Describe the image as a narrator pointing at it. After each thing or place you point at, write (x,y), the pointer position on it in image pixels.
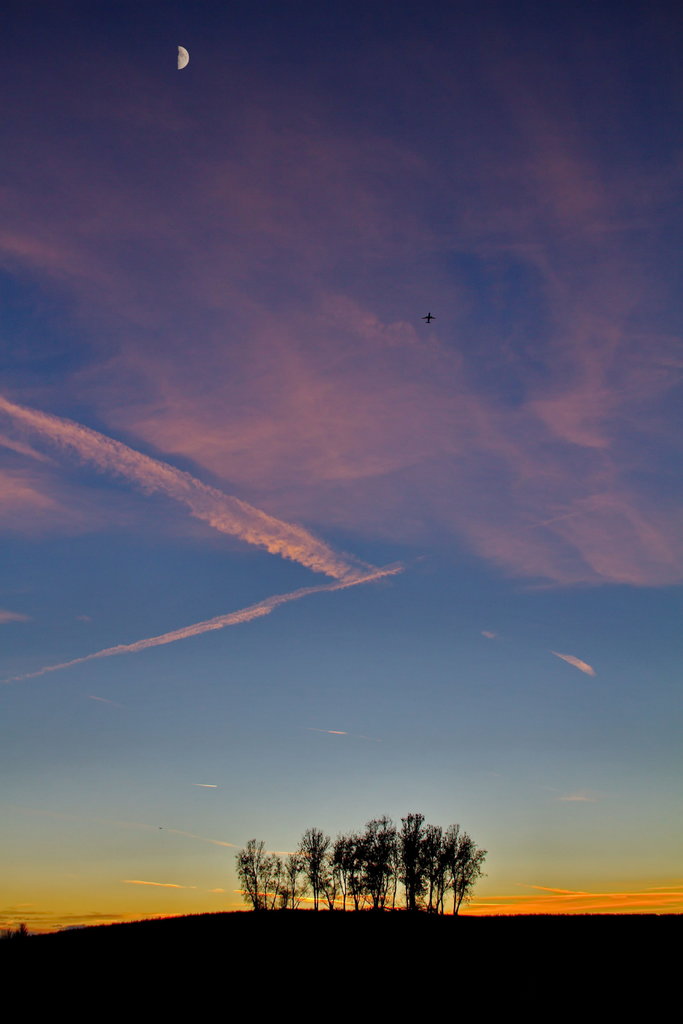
In this picture I can see there are some trees (413,858) and the sky (341,734) is cloudy and there is moon (187,62) in the sky (165,64).
